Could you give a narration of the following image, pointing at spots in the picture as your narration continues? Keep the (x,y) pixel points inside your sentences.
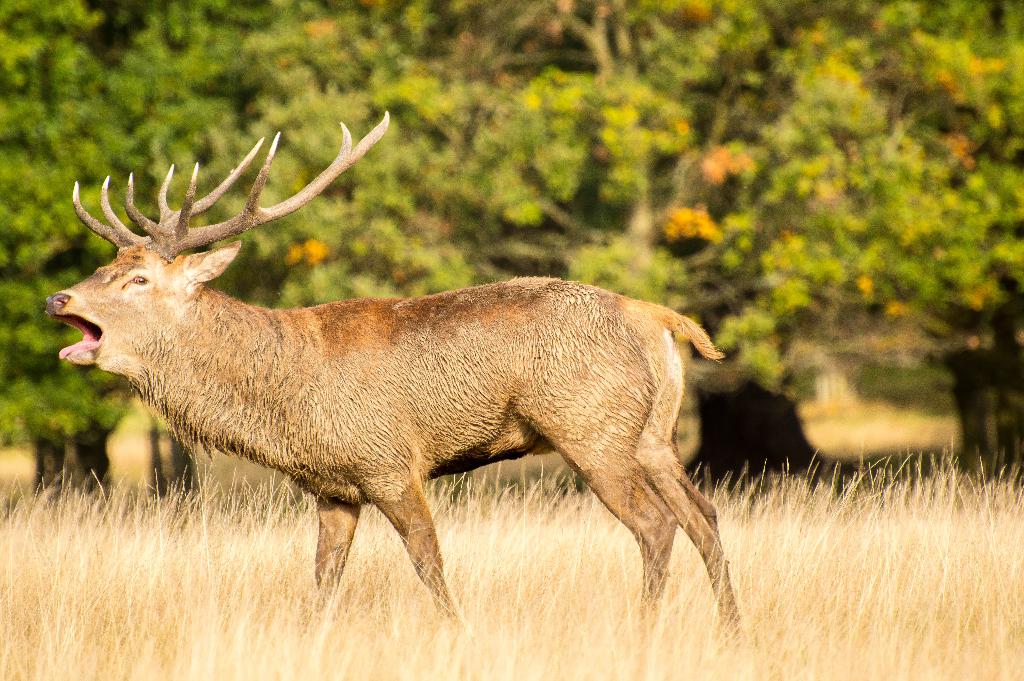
This picture might be taken from forest (698,443). In this image, in the middle (499,427), we can see an animal (341,334). In the background (478,108), we can see some trees (868,108), at the bottom (930,555) there is a grass (519,473).
